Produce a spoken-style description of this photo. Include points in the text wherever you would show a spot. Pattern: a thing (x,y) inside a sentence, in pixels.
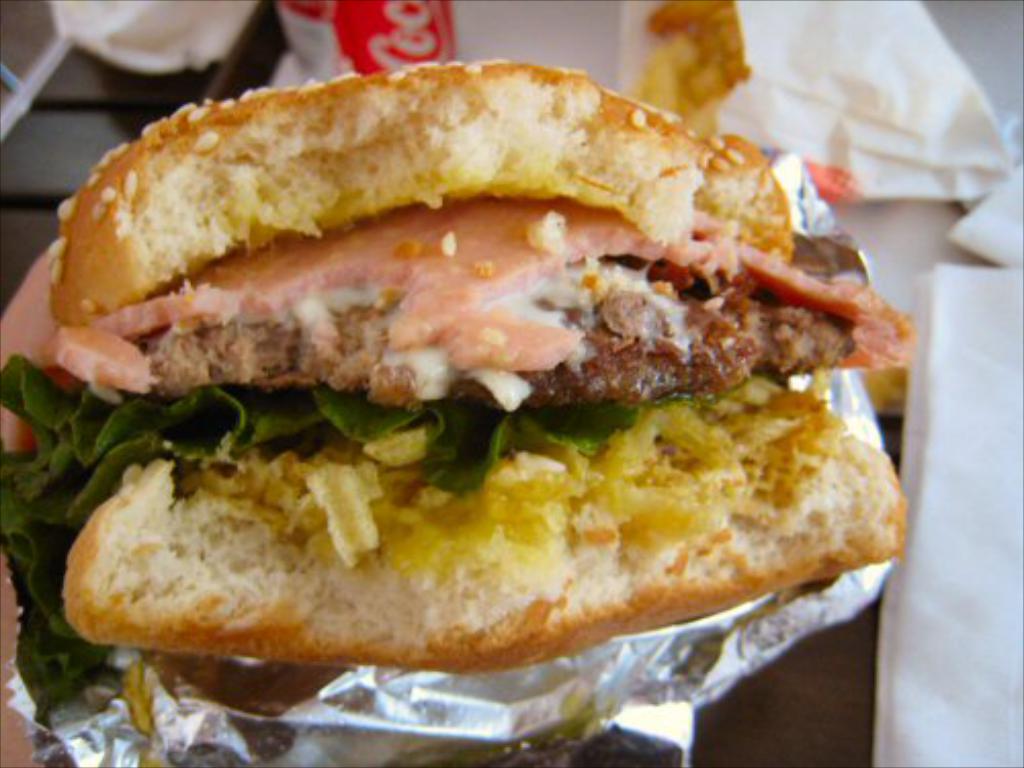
In the middle of the image (490,367) there is a burger (244,379). At the bottom of the image (795,692) there is a table (790,728) with a napkin (936,451), a few tissues (947,277) and a few objects (142,43) on it.
